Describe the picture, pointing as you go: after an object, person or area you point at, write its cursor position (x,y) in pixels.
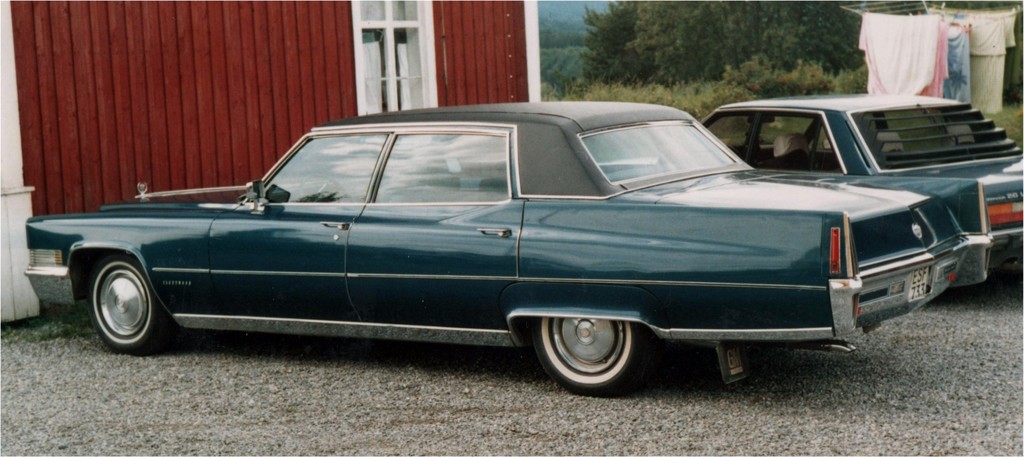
In front of the image there are cars (596,326). At the bottom of the image (486,408) there are stones (510,379). There is a house (230,58). On the right side of the image (911,24) there are clothes (938,91) on the hangers (867,10). In the background of the image (797,47) there are plants (687,82) and trees (839,70).
